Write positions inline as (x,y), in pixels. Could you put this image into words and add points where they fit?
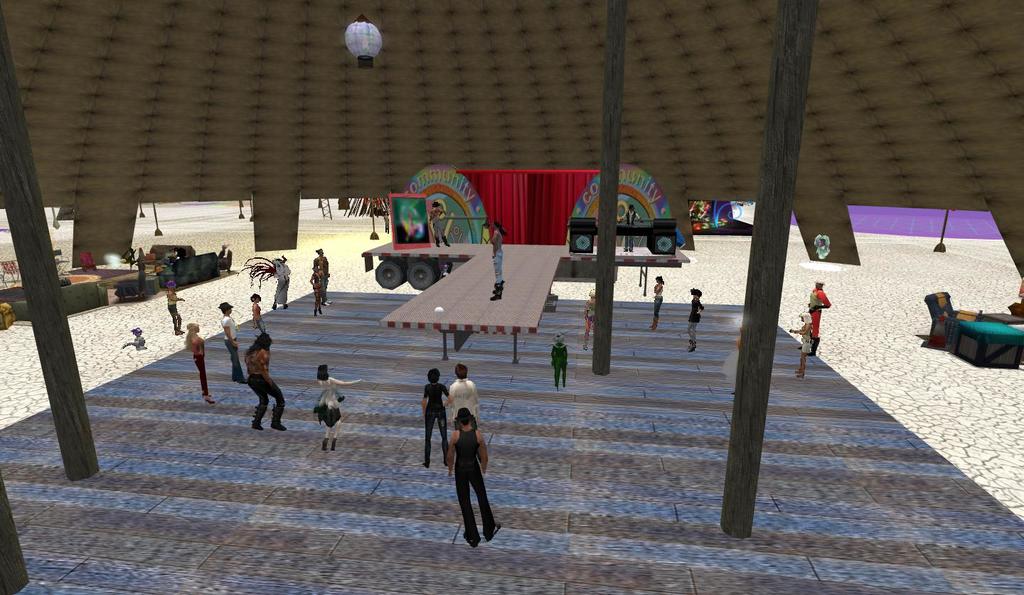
This is the image of a computer game, there are many characters (423,411) standing, in the front (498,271) there is stage (486,264) with a DJ booth (658,225) and above there is light (379,51) on the tent (398,68).
